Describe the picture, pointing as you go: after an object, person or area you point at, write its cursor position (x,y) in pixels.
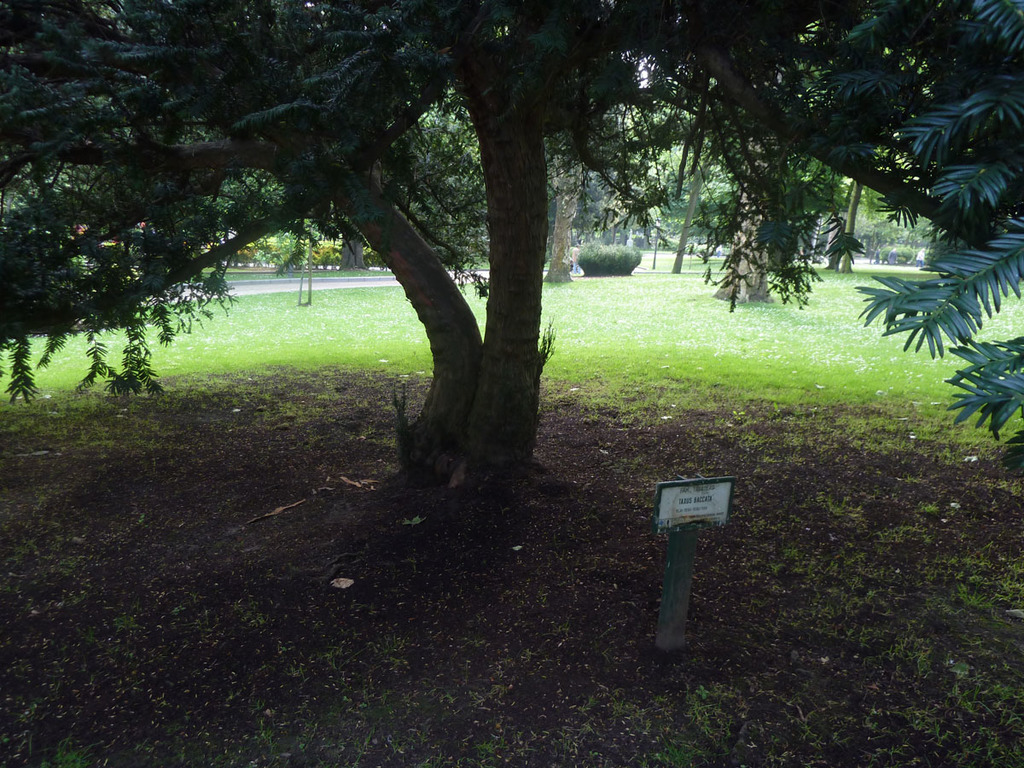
In this picture we can see there is a pole (682,548) with a board (691,524) and behind the board (675,486) there are trees (470,109), grass (664,313) and plants (603,257).
